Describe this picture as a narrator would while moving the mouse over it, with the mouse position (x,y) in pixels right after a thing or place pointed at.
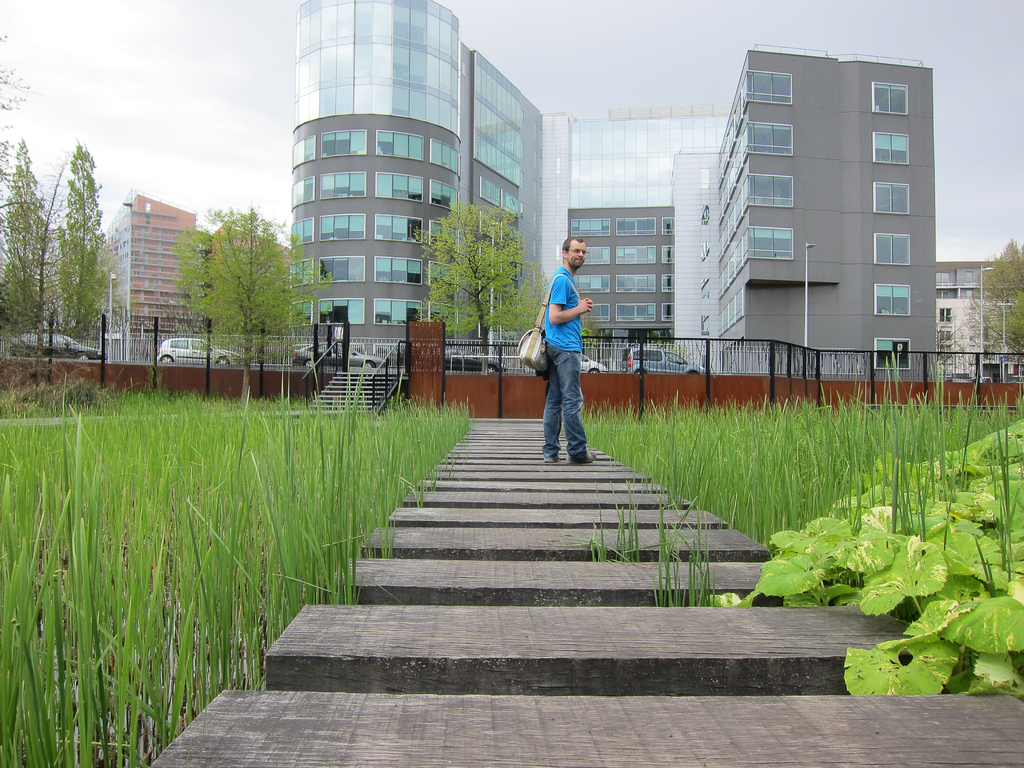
In this image we can see a man (582,299) standing on the walkway bridge (547,508), agricultural field (808,450), creeper plants (900,614), staircase (333,387), railings (316,347), motor vehicles (354,348) on the road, buildings (595,298), street poles (810,244), street lights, trees (84,151) and sky (949,138).
